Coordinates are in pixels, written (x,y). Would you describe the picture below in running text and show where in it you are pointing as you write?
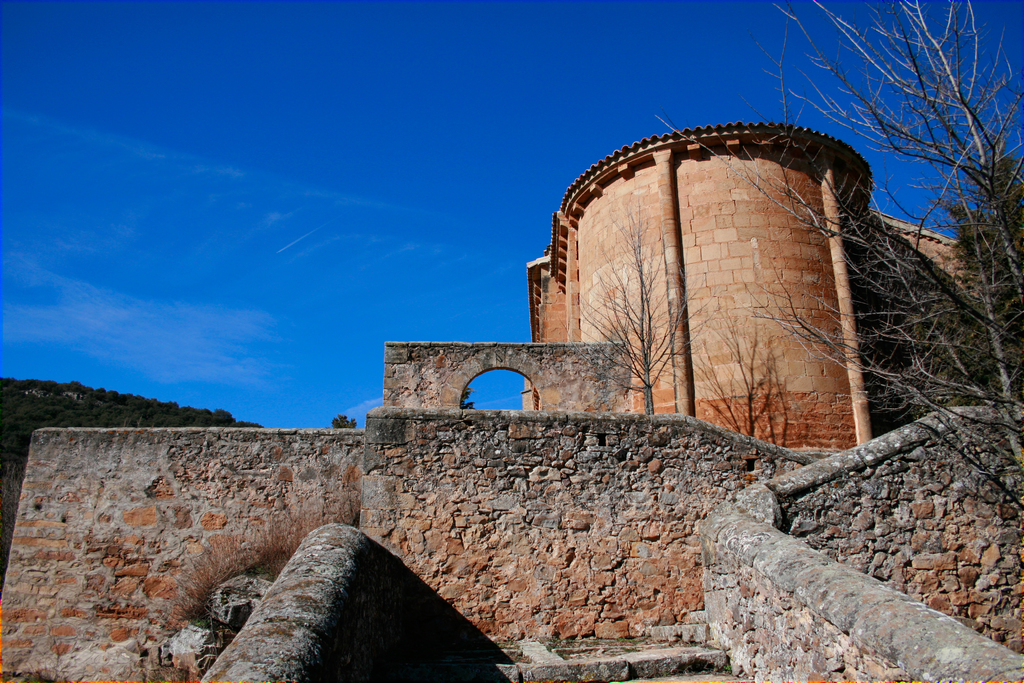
We can see fort (722,380) and trees (643,308). In the background (344,348) we can see trees (58,404) and sky (241,415) in blue color.
